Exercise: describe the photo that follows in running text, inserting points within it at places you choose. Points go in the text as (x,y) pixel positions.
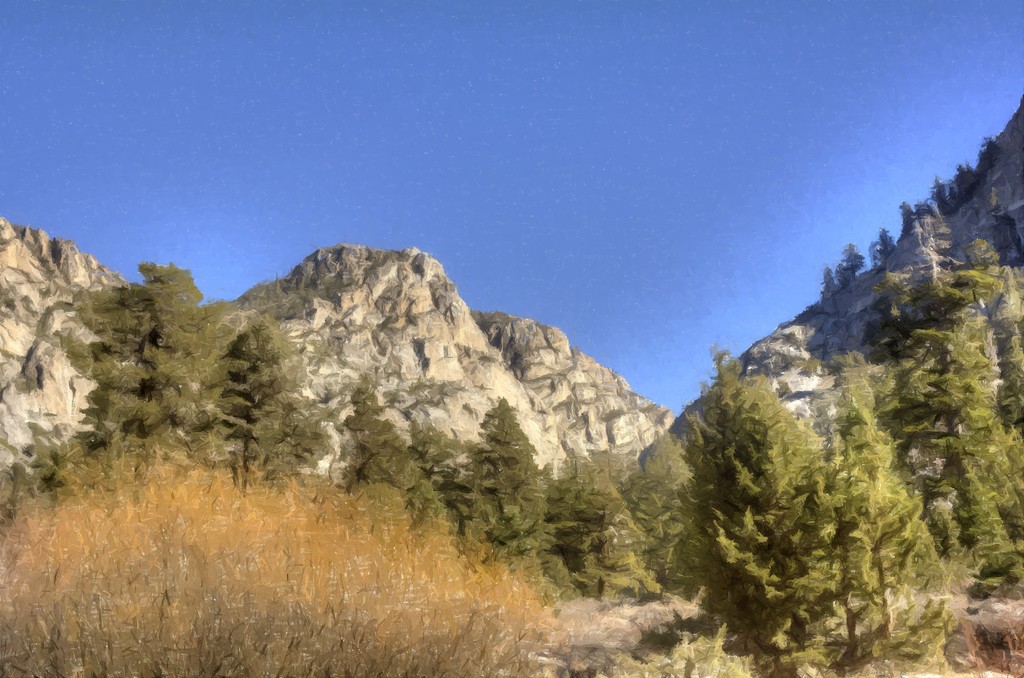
This image is taken outdoors. At the top of the image (587,159) there is a sky (573,232). At the bottom of the image (621,547) there are a few plants (346,582) and many trees (749,446). In the background (912,278) there are a few hills (322,310).
